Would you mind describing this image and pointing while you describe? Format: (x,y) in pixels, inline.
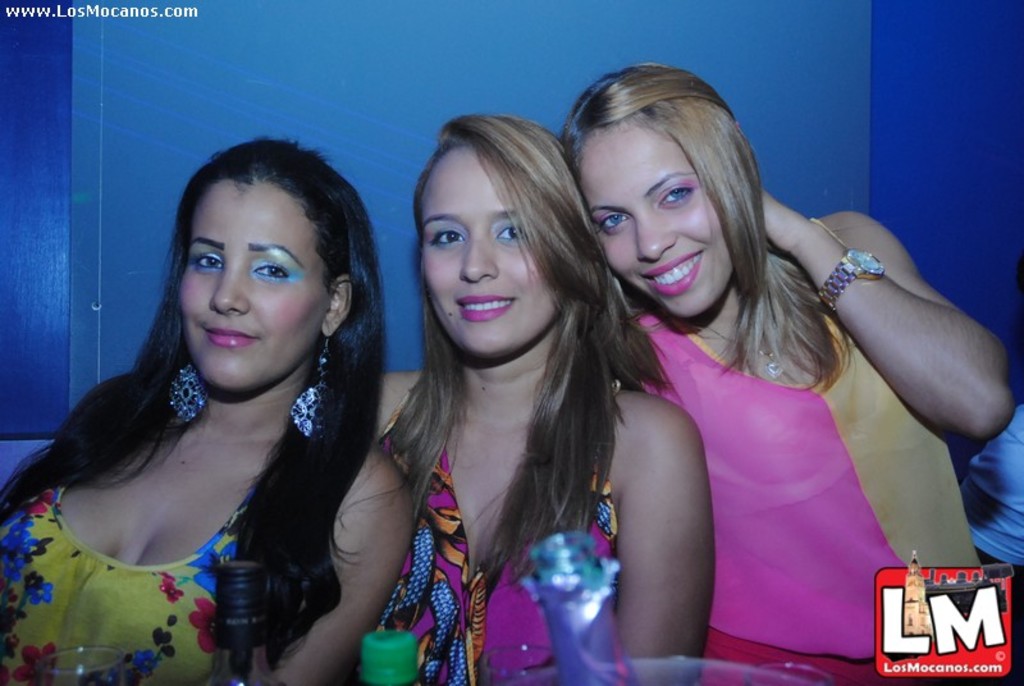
In this picture I can see there are three women (470,310) sitting and the person (90,612) on to left (98,600) is wearing a yellow dress (78,621) and the person (414,601) on to her next is wearing a pink dress (475,662) and the person (882,550) on to right (935,560) is wearing a pink and yellow dress (888,488). There is a blue backdrop (575,52) and there is something written on to left top corner (109,5) and there is a logo (958,635) on to right bottom of the image (913,630).
